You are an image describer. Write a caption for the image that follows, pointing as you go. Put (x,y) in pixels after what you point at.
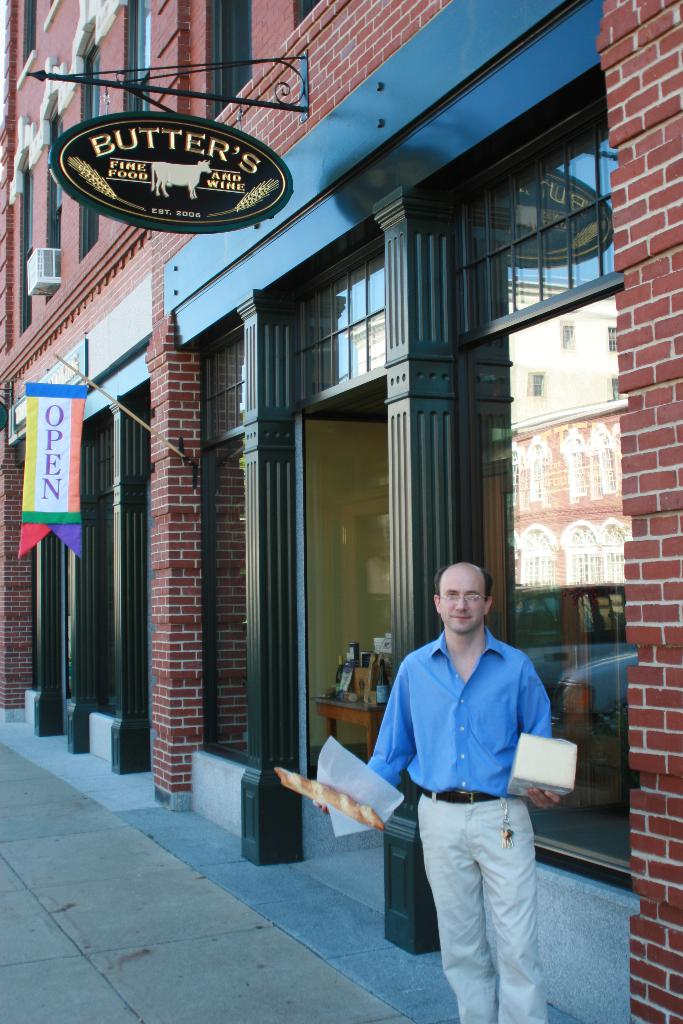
In this image we can see a person (450,825) holding the objects (298,772). Behind the person (444,745) we can see a building (255,457). On the building (328,548) we can see the glass (301,357), a board (177,116) and banner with text (218,146). On the glass (569,725) we can see the reflection (592,517) of buildings (624,529), vehicles (565,713) and the sky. Inside the building (579,604) we can see a group of objects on a table (334,725).
